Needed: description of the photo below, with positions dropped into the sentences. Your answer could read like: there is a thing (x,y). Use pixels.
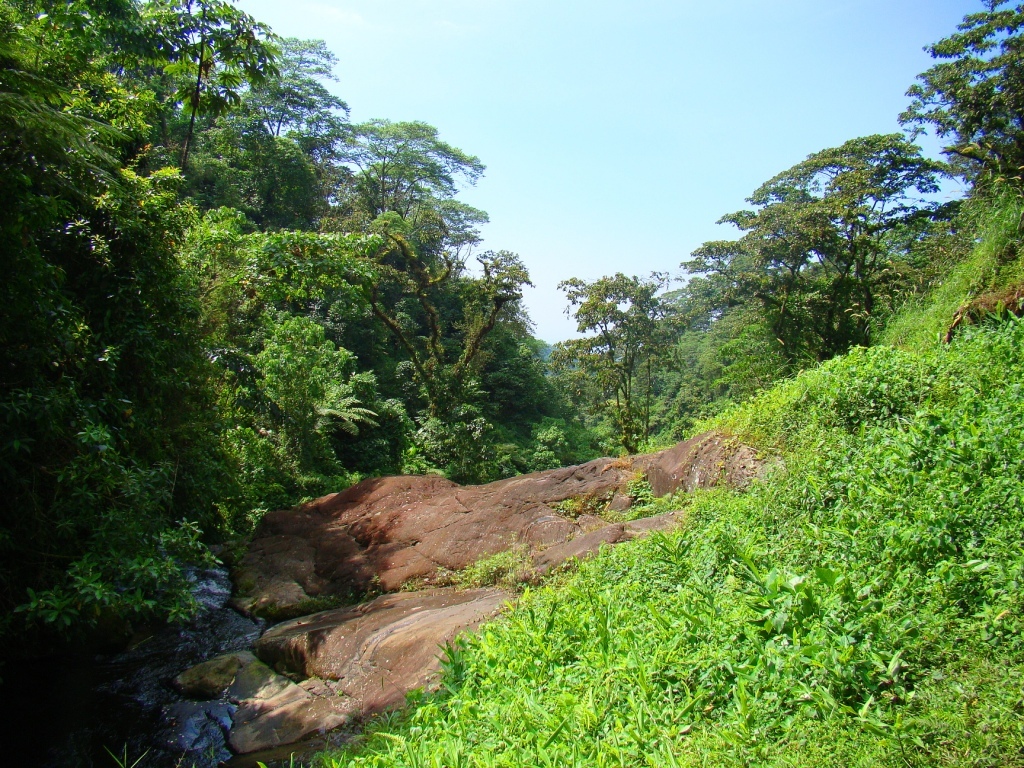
In the foreground of this image (447,535), there is stone (477,539), trees (176,360) and it seems like water (199,643) on the left (186,644) and the sky (660,34) on the top (664,10).
